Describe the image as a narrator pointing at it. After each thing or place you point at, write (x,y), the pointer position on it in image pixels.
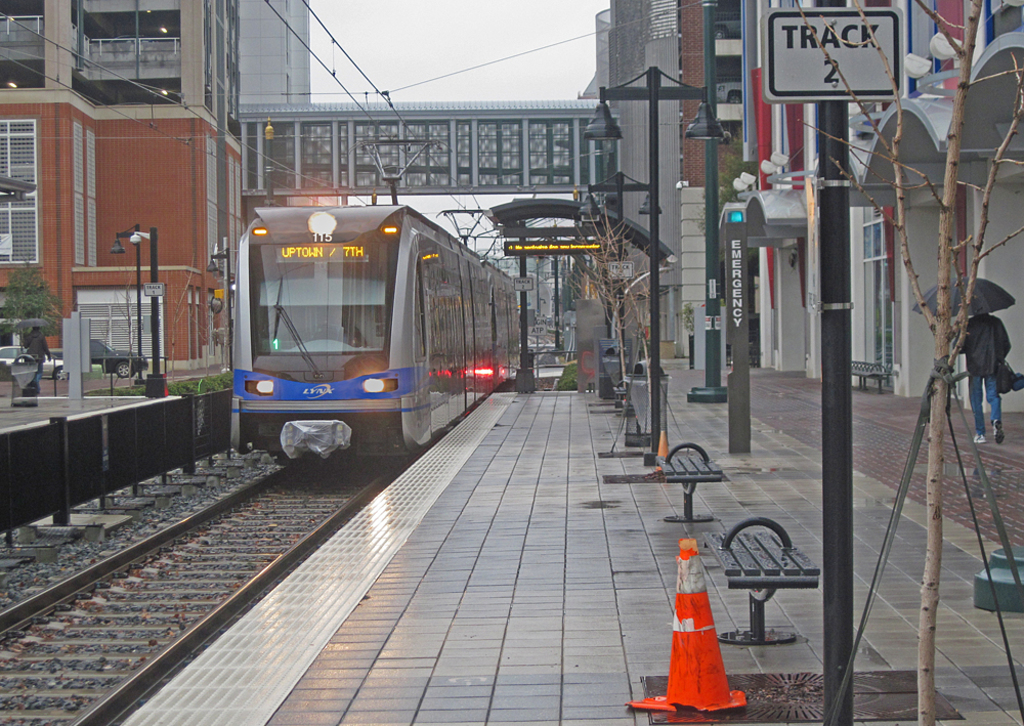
In this image I can see two people (36,362). I can see the vehicles (55,362). On the right side (704,533), I can see the benches (736,581). In the middle (395,361) I can see a train (300,400) on the railway track (246,495). In the background (135,139), I can see the buildings (135,139) and the sky (466,33).
